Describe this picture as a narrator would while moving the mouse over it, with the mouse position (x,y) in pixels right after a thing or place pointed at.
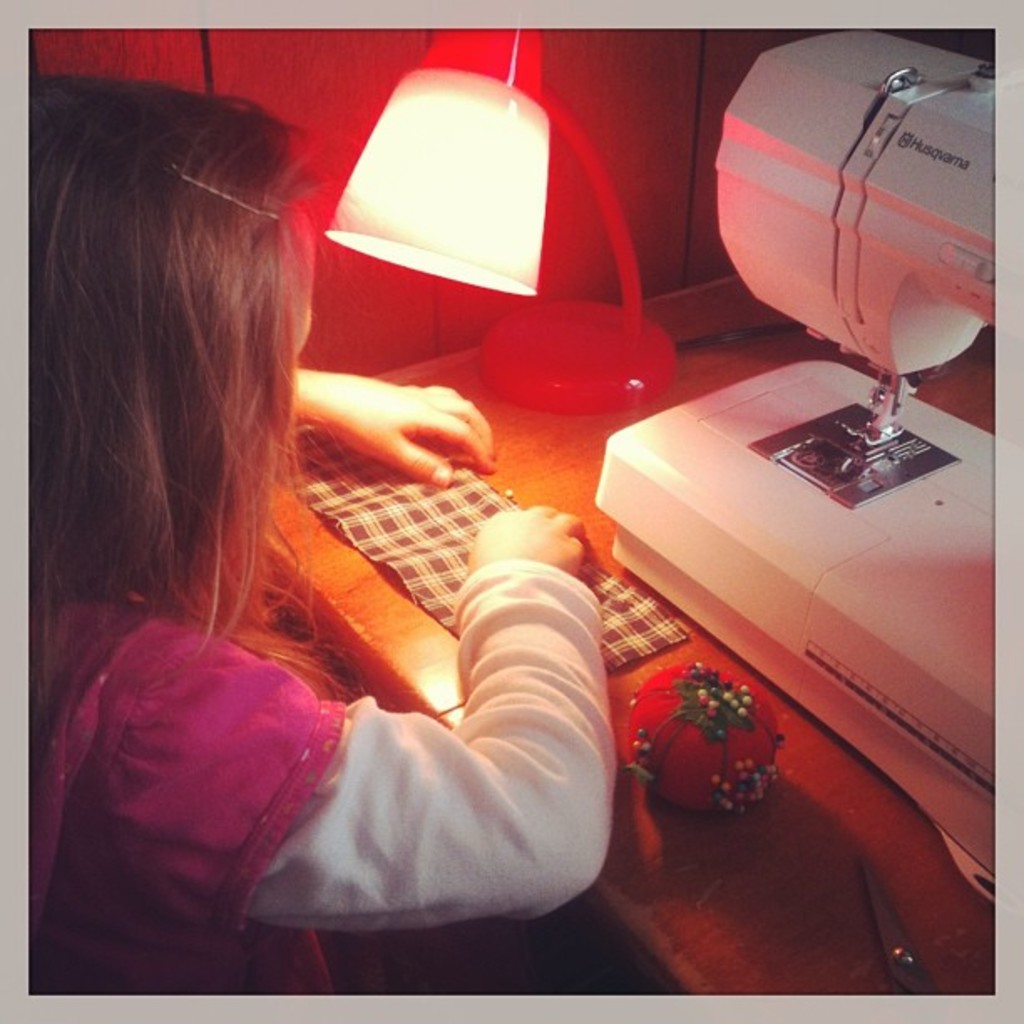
In this image I can see a girl (37,586) is looking at the cloth (447,535), there is a lamp (443,103). On the right side (928,234) there is a sewing machine (888,362).
